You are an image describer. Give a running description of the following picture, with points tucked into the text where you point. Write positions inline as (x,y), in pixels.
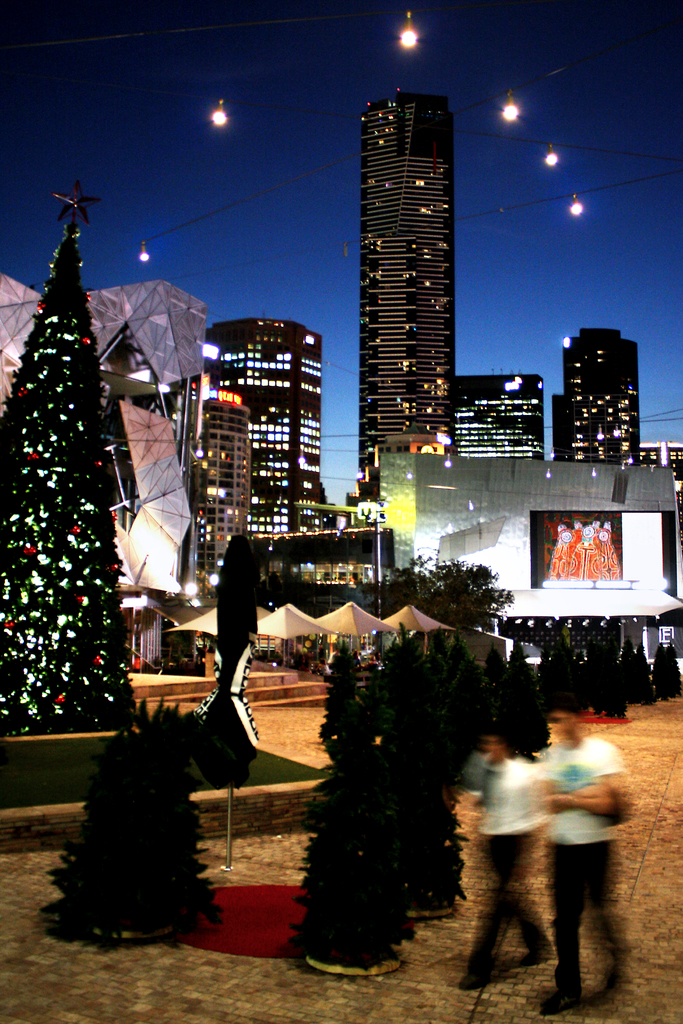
In this image there are two people (581,841) walking on a pavement (285,958), in the background (464,691) there Christmas trees (430,676), buildings (455,389), lights (615,435) and the sky (311,267).
